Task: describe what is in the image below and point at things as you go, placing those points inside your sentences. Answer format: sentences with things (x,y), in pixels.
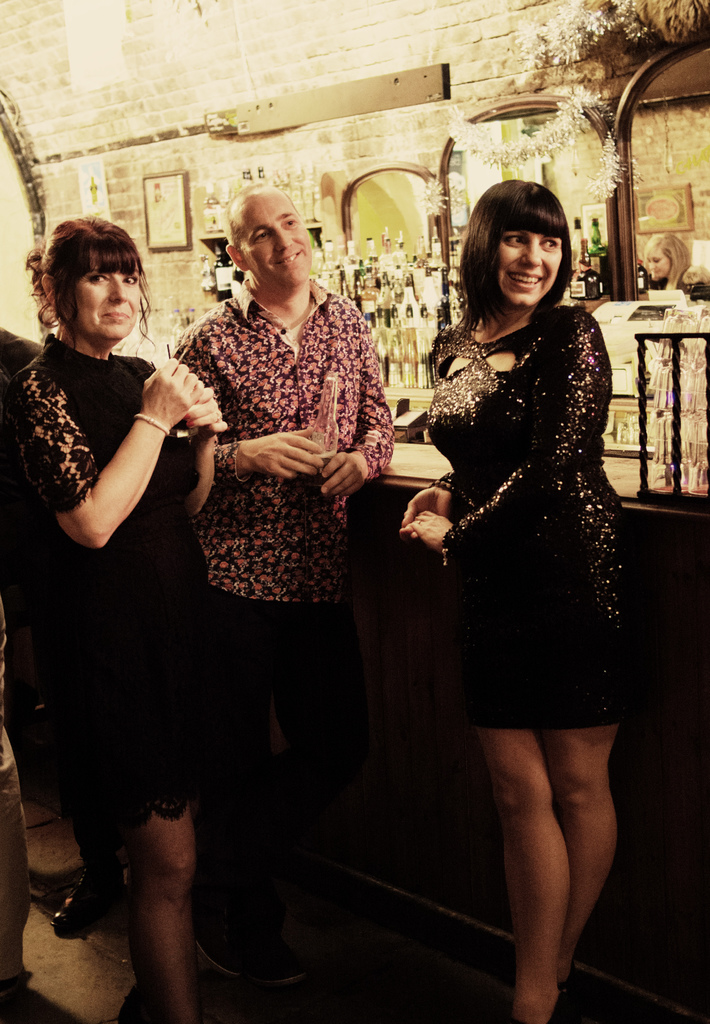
In this picture there are three people (303,394) standing and smiling and we can see objects (640,423) on the table (419,463). In the background of the image (534,175) we can see frame (171,205) and poster (90,163) on the wall (110,155), mirrors (593,162), bottles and objects (608,169), in this mirror (653,279) we can see reflection (687,287) of a woman face (663,259).
